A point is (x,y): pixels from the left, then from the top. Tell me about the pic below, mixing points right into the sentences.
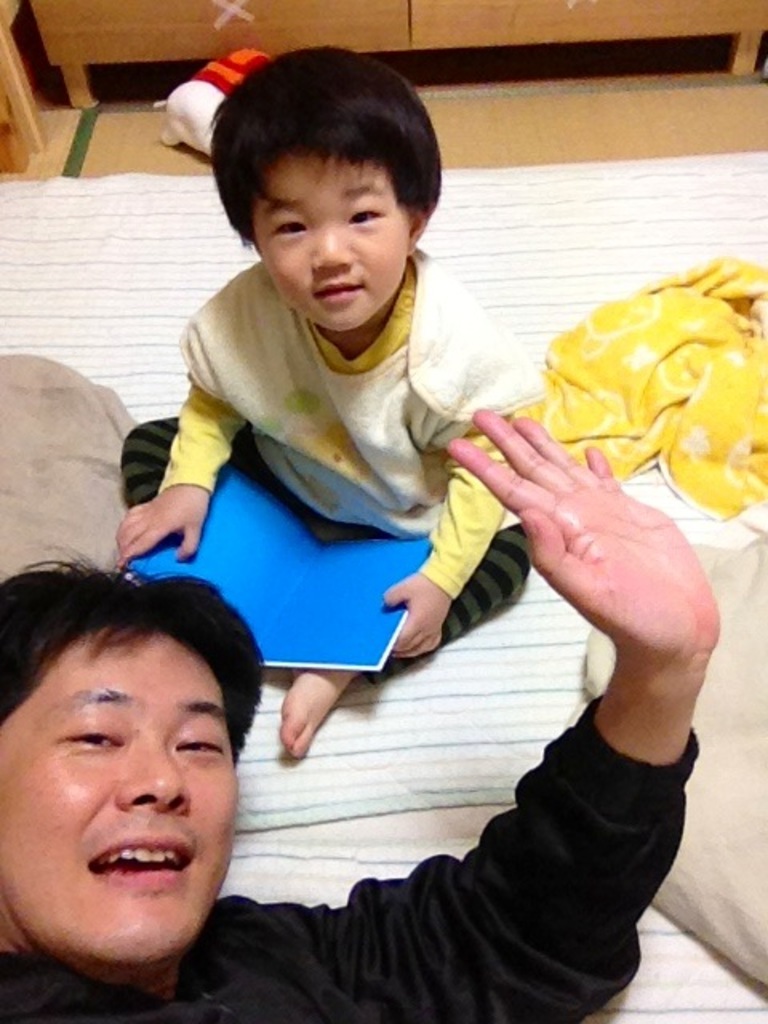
In this image I can see a person (453,933) wearing a black t shirt (555,887). A child (498,567) is sitting holding a blue book (316,584). There is a soft toy (237,80) at the back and there are pillows (101,534).
